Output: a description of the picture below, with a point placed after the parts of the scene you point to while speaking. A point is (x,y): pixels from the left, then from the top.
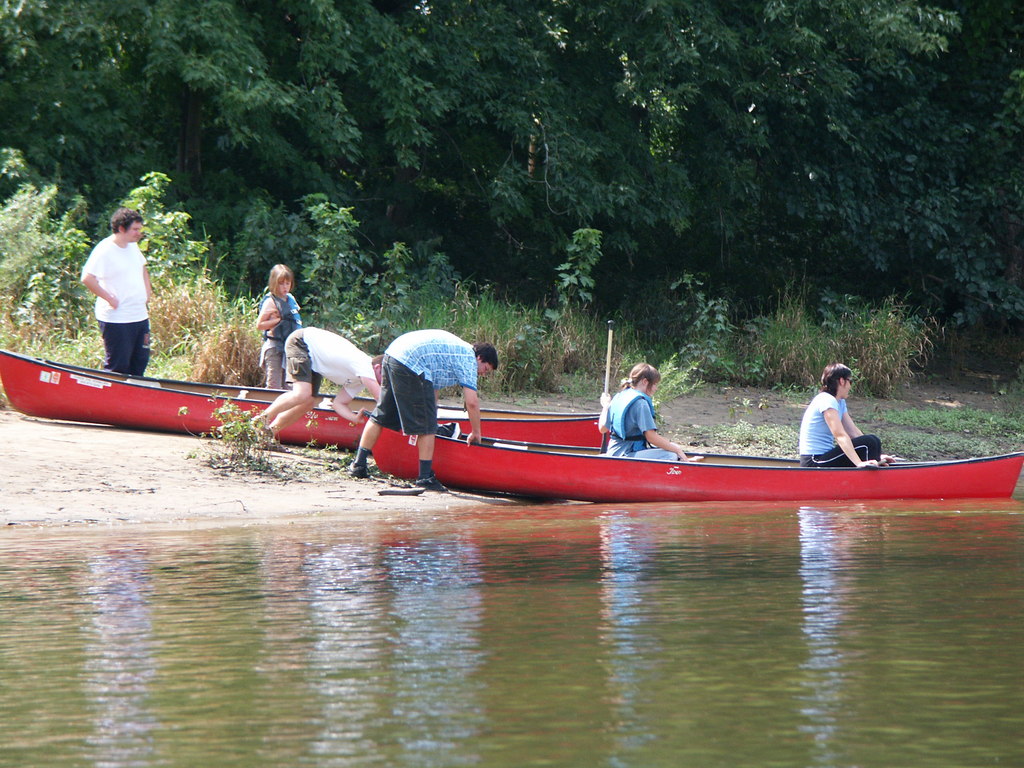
In this image, I can see few people (408,362) standing and two people (648,413) sitting in the boat (736,482). Here is the water (208,711). I can see two boats (249,404). These are the trees (231,60) with branches (519,66) and leaves (302,195). I can see the plants (586,328).
